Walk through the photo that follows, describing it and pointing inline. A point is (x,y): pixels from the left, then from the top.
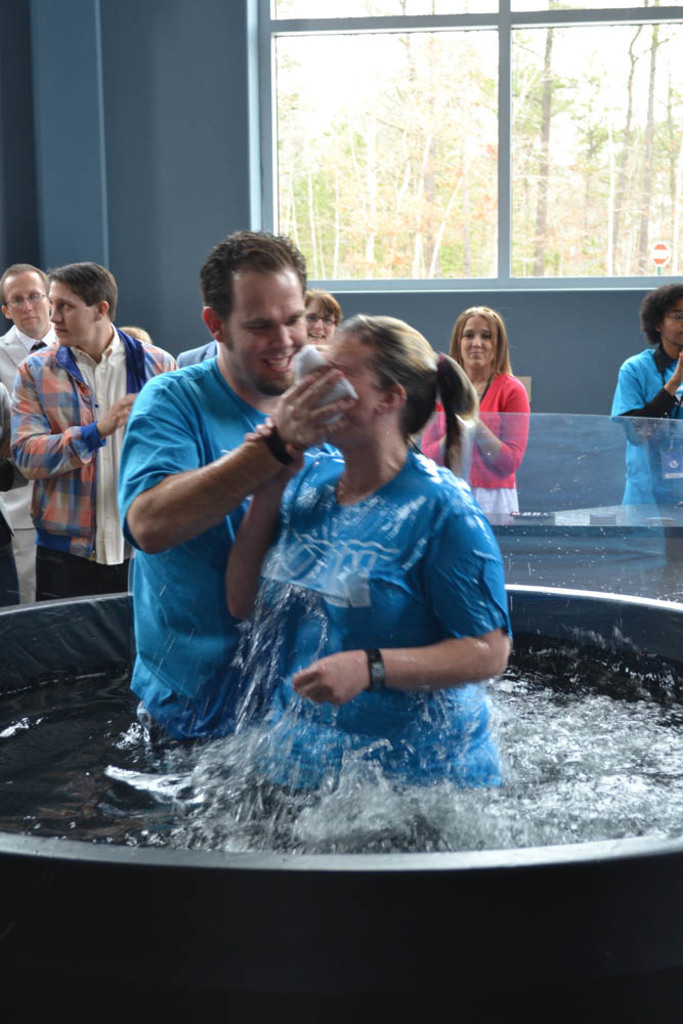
In this picture I can see there is a man (297,416) and woman (483,557) standing in a tub (672,895) and there is water (284,784) and there are some other people (121,338) standing and looking at these and in the background (169,53) there is a wall (129,74) and a window (382,250).
